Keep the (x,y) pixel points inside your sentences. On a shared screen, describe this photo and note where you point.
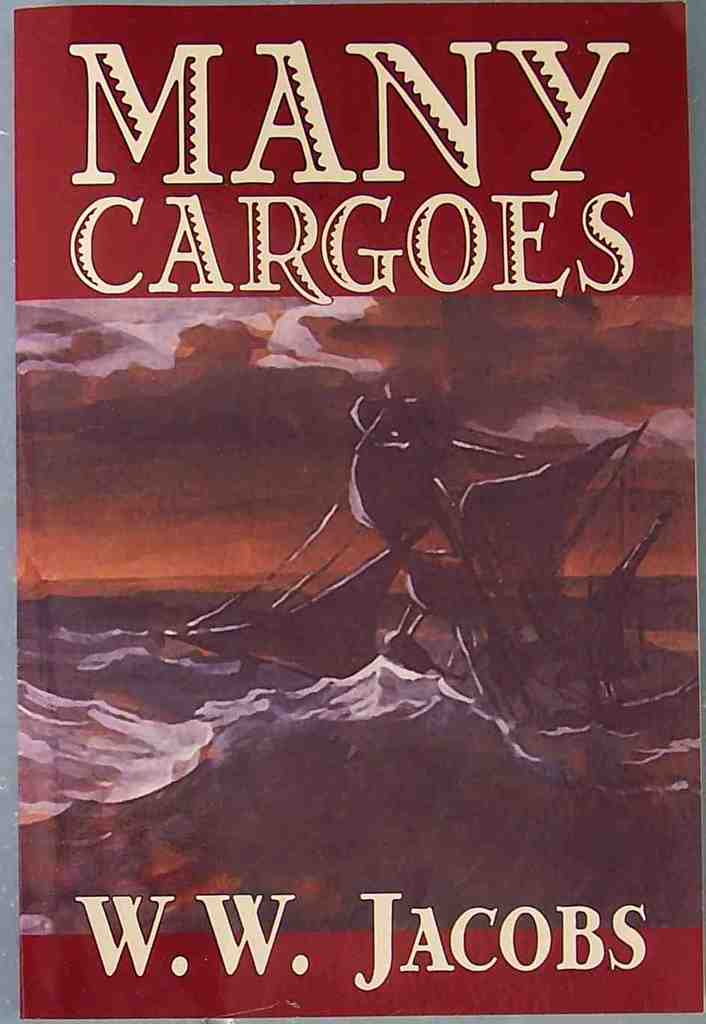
In this image I can see a poster (327,923) with some text (567,945) written on it.
